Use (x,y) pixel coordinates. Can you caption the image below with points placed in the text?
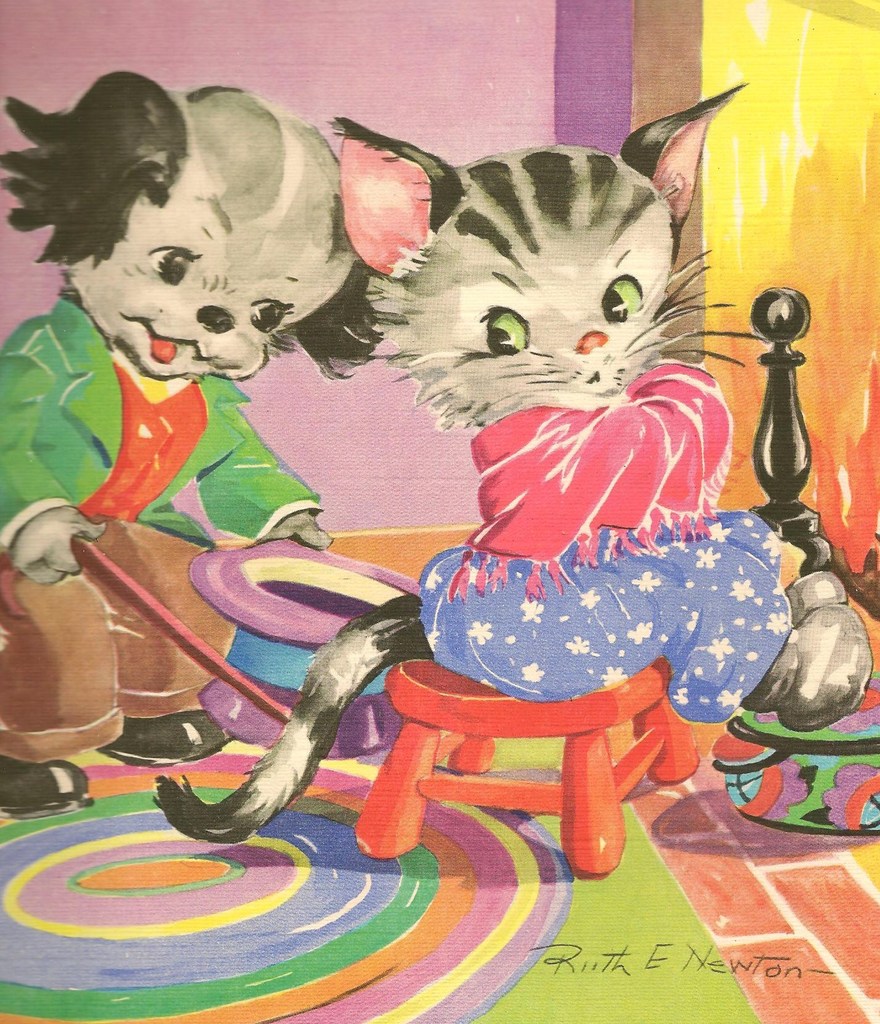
This is the painting where we can see one cat (514,360) is sitting on stool (424,768), behind one dog (160,383) is standing by holding hat (249,663) and stick (143,595) in hand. The floor (313,924) is colorful.
